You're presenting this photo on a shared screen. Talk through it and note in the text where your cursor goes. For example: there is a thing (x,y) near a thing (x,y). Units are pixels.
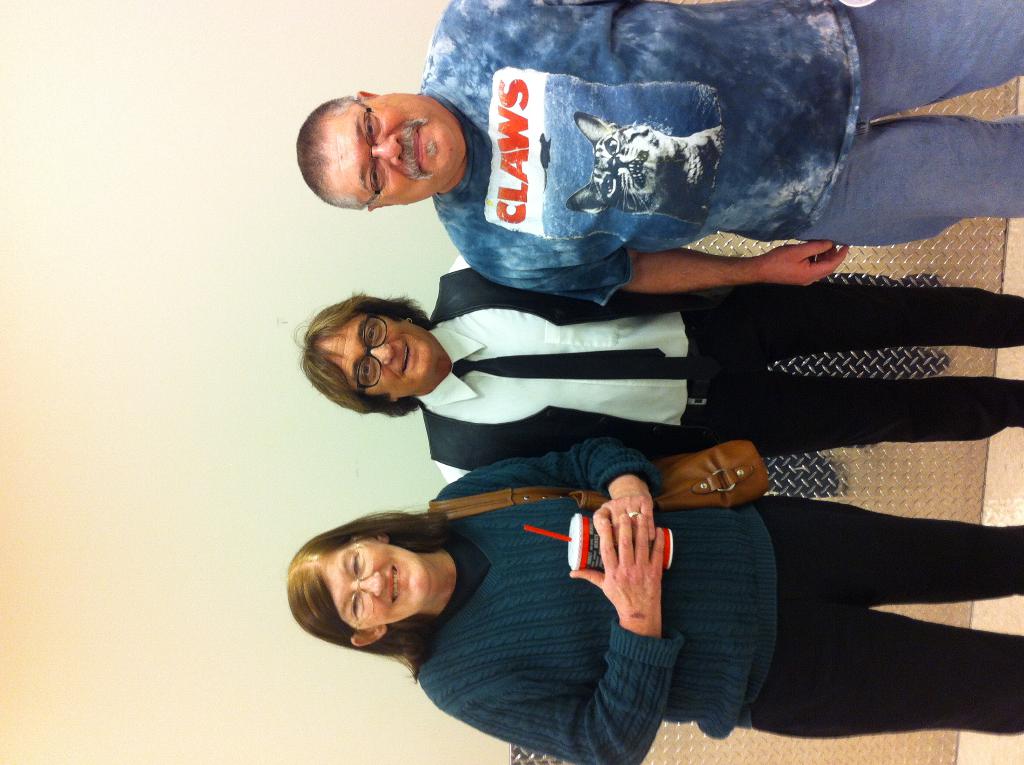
In this image we can see people (636,416) standing. There is wall (227,369).
